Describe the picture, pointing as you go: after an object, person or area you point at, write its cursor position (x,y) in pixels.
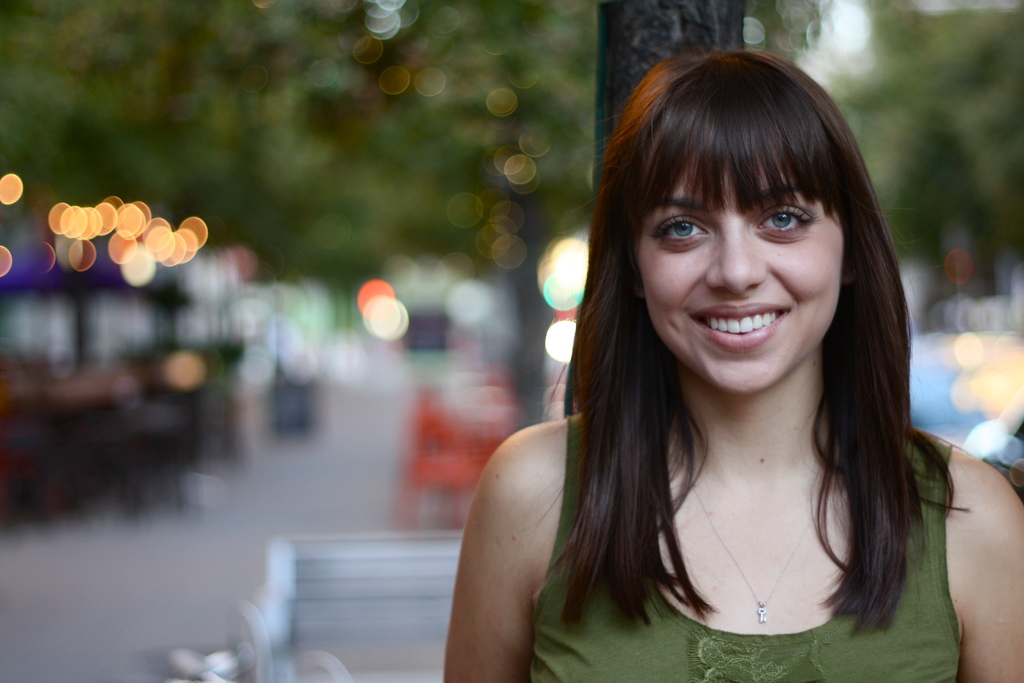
In this image we can see a lady (750,557). There are many trees (431,172) in the image. There is a bench (381,614) in the image.
